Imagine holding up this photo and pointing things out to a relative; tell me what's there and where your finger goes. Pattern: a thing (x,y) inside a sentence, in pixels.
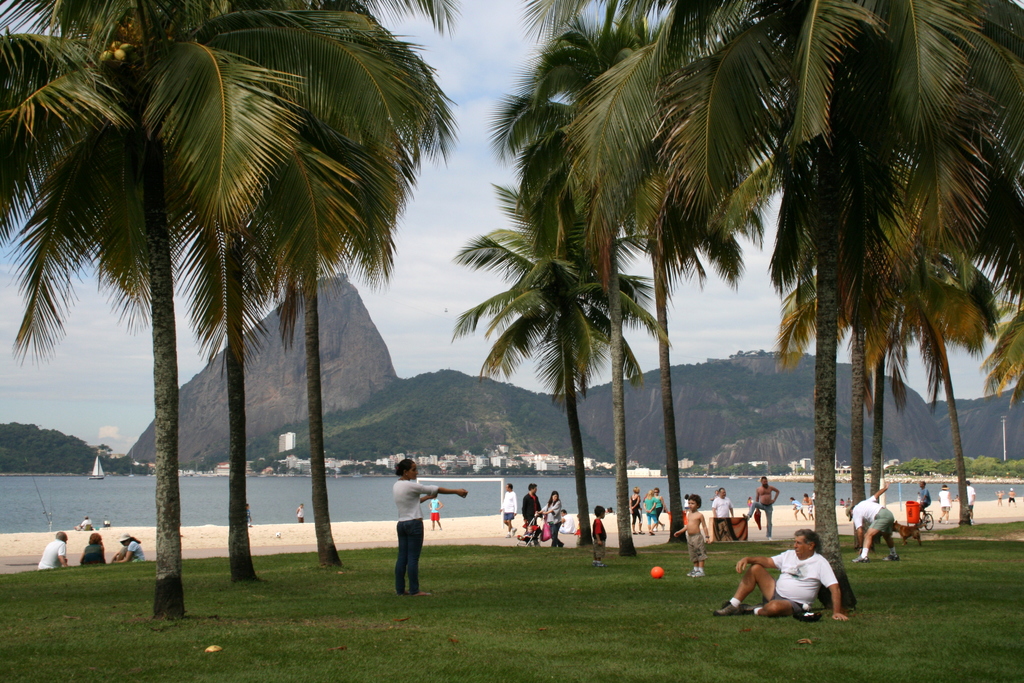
In this image there are people (742,611) sitting on the grassland (675,607). There are people (692,528) standing on the grassland (684,616) having a ball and few objects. There is a woman (560,515) holding a baby trolley (527,539). There are people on the land (505,534). There are trees (173,323) on the grassland (673,551). There is a boat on the surface of the water (368,497). There are buildings (307,468) and trees (342,451) on the land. Background (650,419) there are hills (293,365). Top of the image (430,219) there is sky (415,255).
